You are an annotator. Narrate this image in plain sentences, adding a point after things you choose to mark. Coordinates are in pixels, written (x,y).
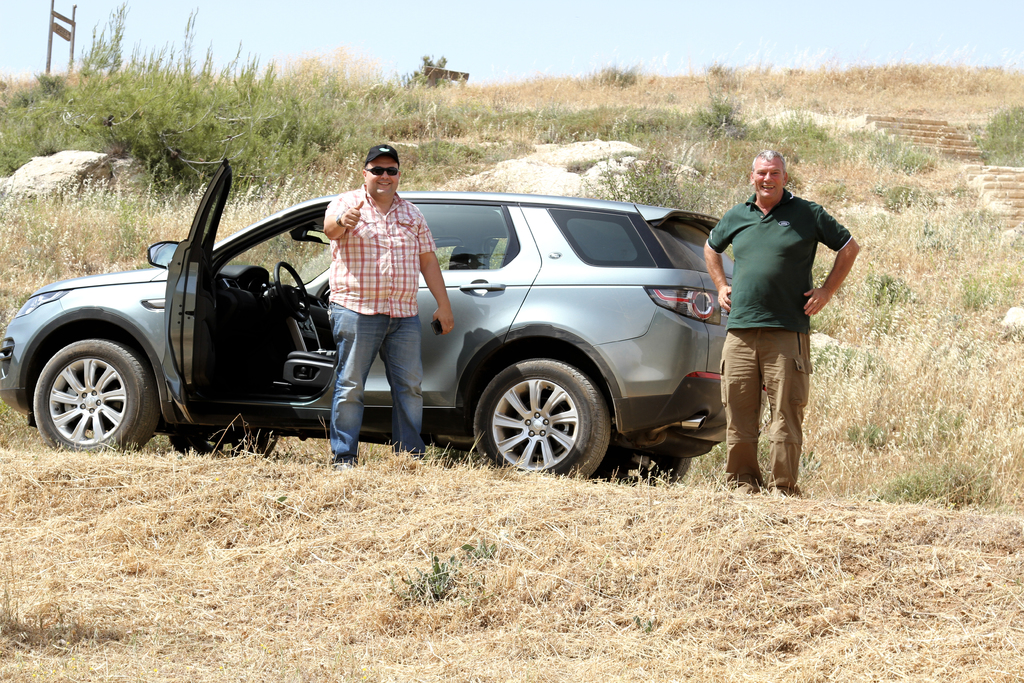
In the center of the image (631,336) we can see one car (601,392) and we can see two persons (402,387) are standing and they are smiling. And the left side person (370,256) is wearing a cap (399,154) and glasses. In the background (405,122) we can see the sky (493,8), plants (76,94), grass (961,178), staircases (950,158), stones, one sign board (72,32) etc.
